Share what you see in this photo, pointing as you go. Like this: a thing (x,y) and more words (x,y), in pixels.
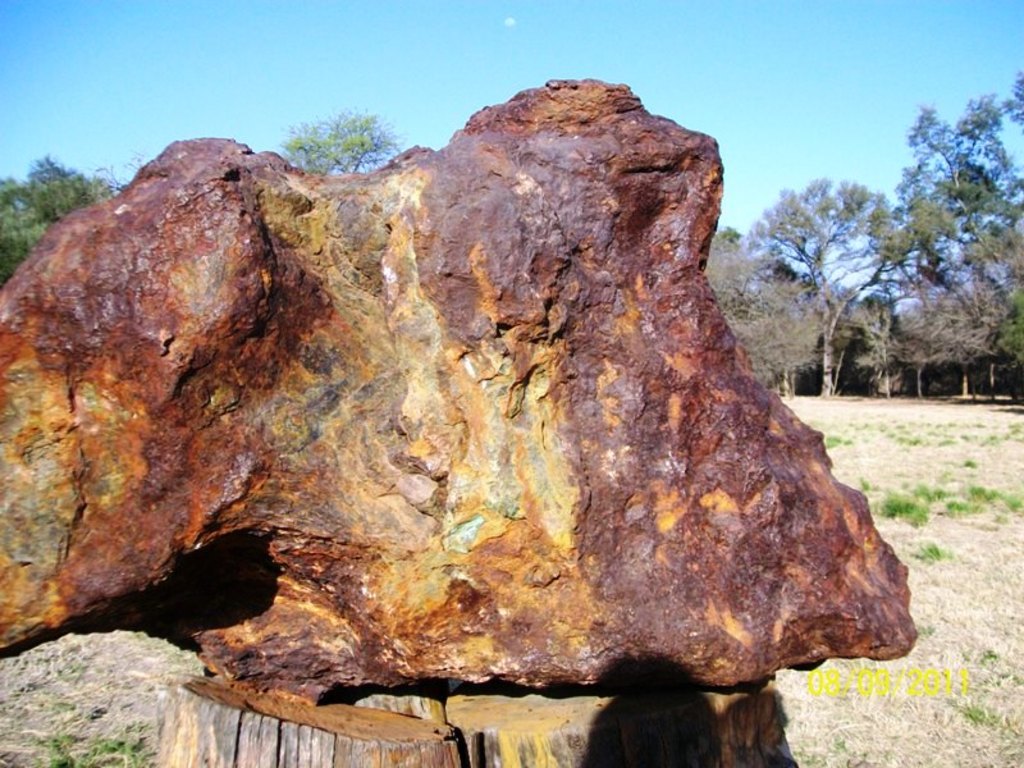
This image consists of a rock (478,469). At the bottom (185,687), there are wooden trunks (579,737). In the background (773,252), there are many trees (976,254). At the top (696,52), there is a sky (508,60). At the bottom right (944,709), there is grass (983,600).
